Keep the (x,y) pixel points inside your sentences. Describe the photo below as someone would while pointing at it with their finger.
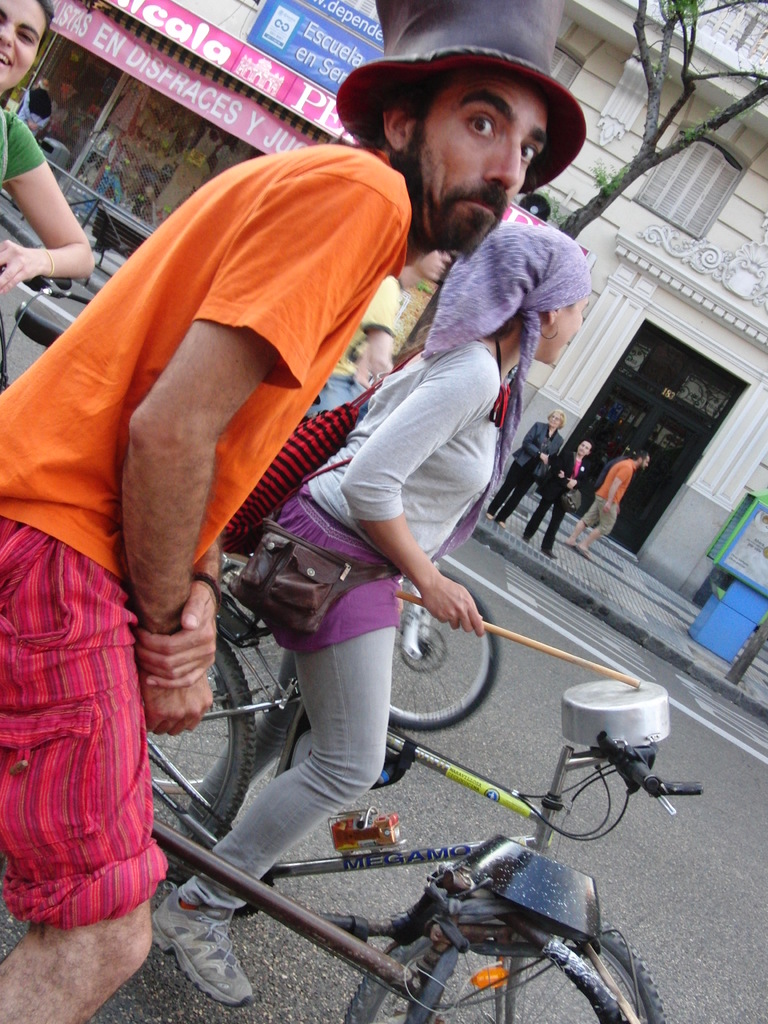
There are few persons (208,348) standing on a bicycle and there are stores (182,94) beside them.
